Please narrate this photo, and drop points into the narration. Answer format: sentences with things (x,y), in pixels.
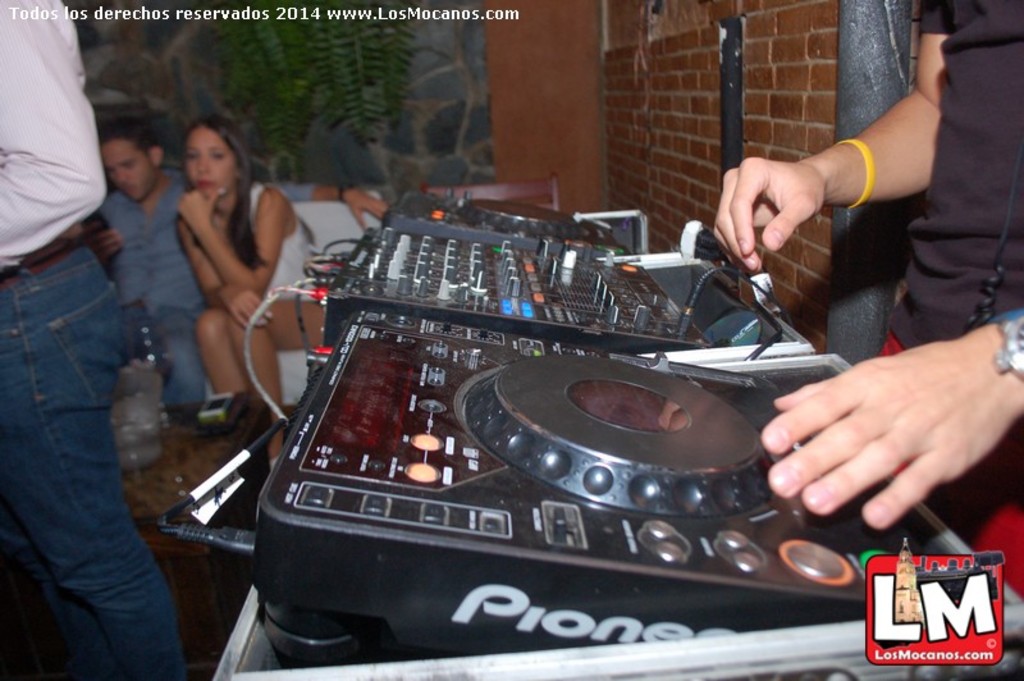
In this image we can see a person (781,231) holding a musical instrument (558,398) and we can also see plants (358,125), walls (637,10) and people (63,456).
